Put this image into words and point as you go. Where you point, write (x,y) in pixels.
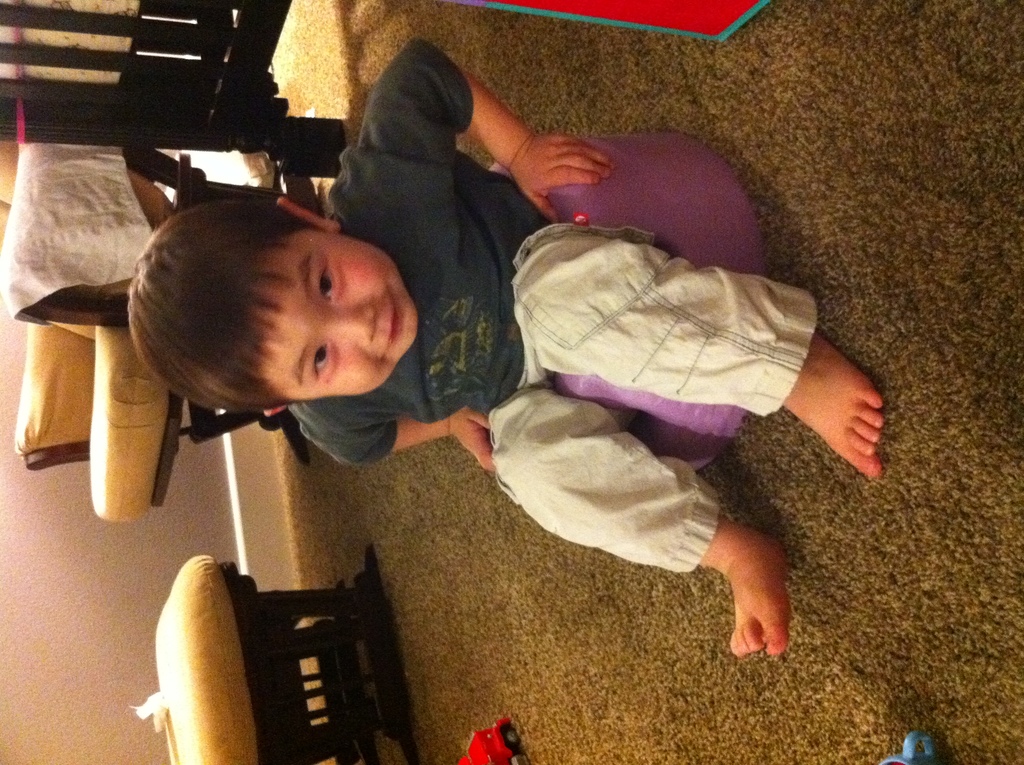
In this picture we can see the small boy (510,265) sitting on the purple stool (666,449) and looking into the camera. Behind there is a wooden chairs (74,150) and cushion table (200,689).
